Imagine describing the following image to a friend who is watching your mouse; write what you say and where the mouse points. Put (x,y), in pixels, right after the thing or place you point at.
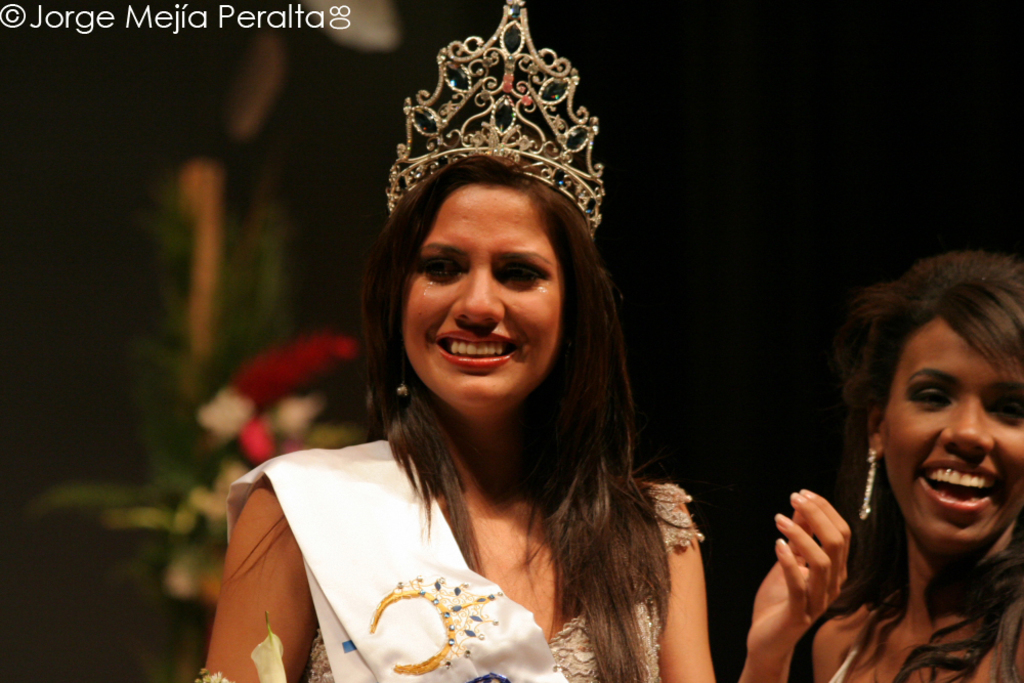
In this image we can see two women (789,574). One woman (458,462) is wearing a crown (496,127) and sash (443,681). In the background (266,388), we can see one bouquet (241,360).
